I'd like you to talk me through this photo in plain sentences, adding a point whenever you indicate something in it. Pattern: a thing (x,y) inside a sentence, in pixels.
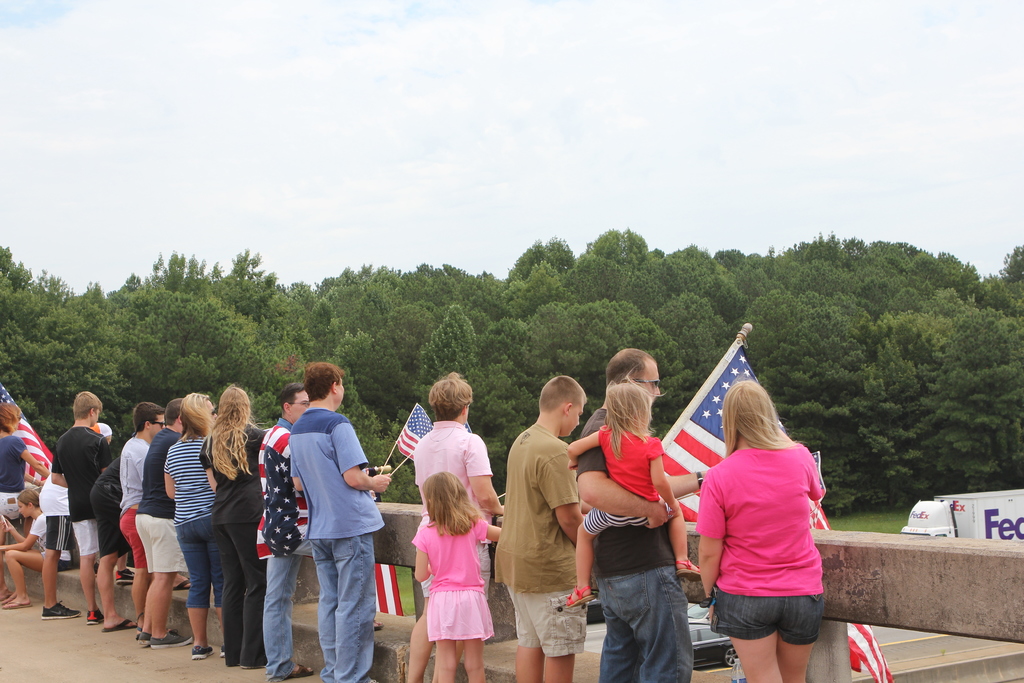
In the foreground of this image (436,534), there are people (223,500) standing on a bridge (296,629) and a man (367,468) is holding flags (408,444) in his hands (384,486). We can also see flags (671,464), few vehicles (949,520) moving on the road (900,643) and in the background (748,316), there are trees (702,313), sky (367,71) and the cloud (244,104).
